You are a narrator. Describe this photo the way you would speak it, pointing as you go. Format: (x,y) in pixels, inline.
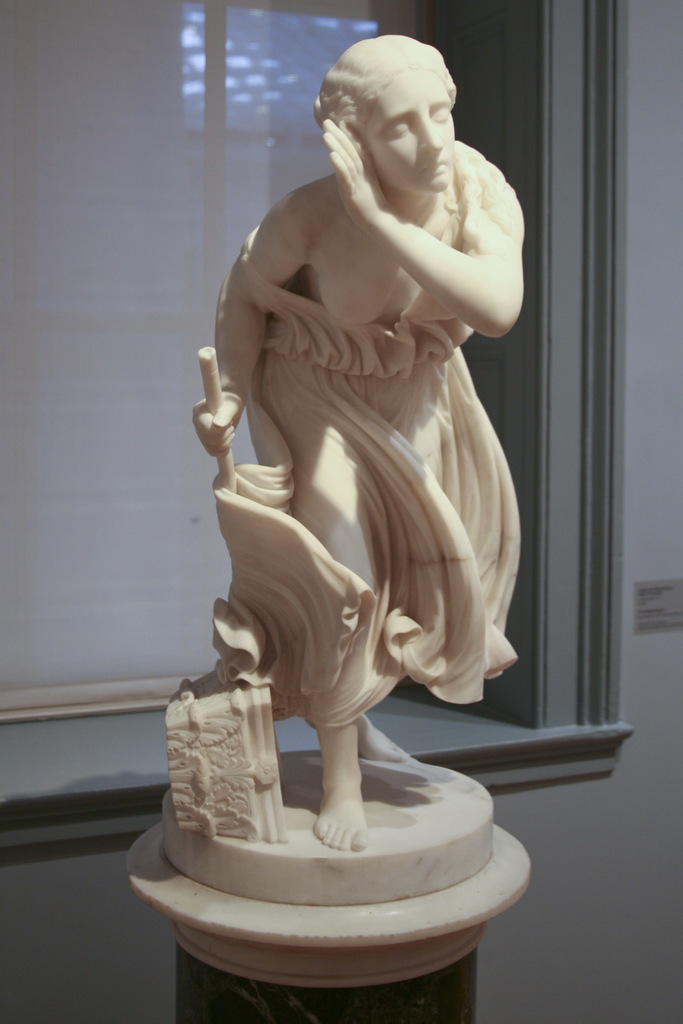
In this picture we can see a statue (410,575) on the platform (404,799) and in the background (600,478) we can see the wall (633,652), window (538,408), curtain (184,187).
